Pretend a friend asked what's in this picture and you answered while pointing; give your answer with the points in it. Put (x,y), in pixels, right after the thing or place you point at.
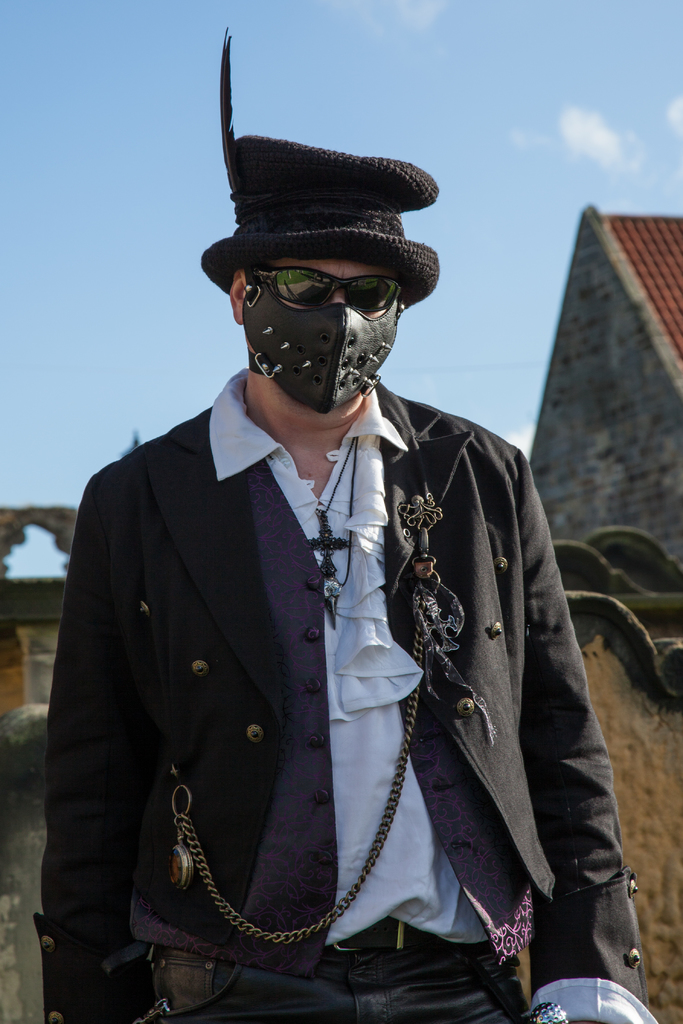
In this picture there is a man (474,555) who is wearing goggles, jacket (391,501), locket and jeans (409,964). Behind him we can see the wall (653,833). On the right (641,420) there is a building (642,407). At the top (393,88) we can see sky (471,25) and clouds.
